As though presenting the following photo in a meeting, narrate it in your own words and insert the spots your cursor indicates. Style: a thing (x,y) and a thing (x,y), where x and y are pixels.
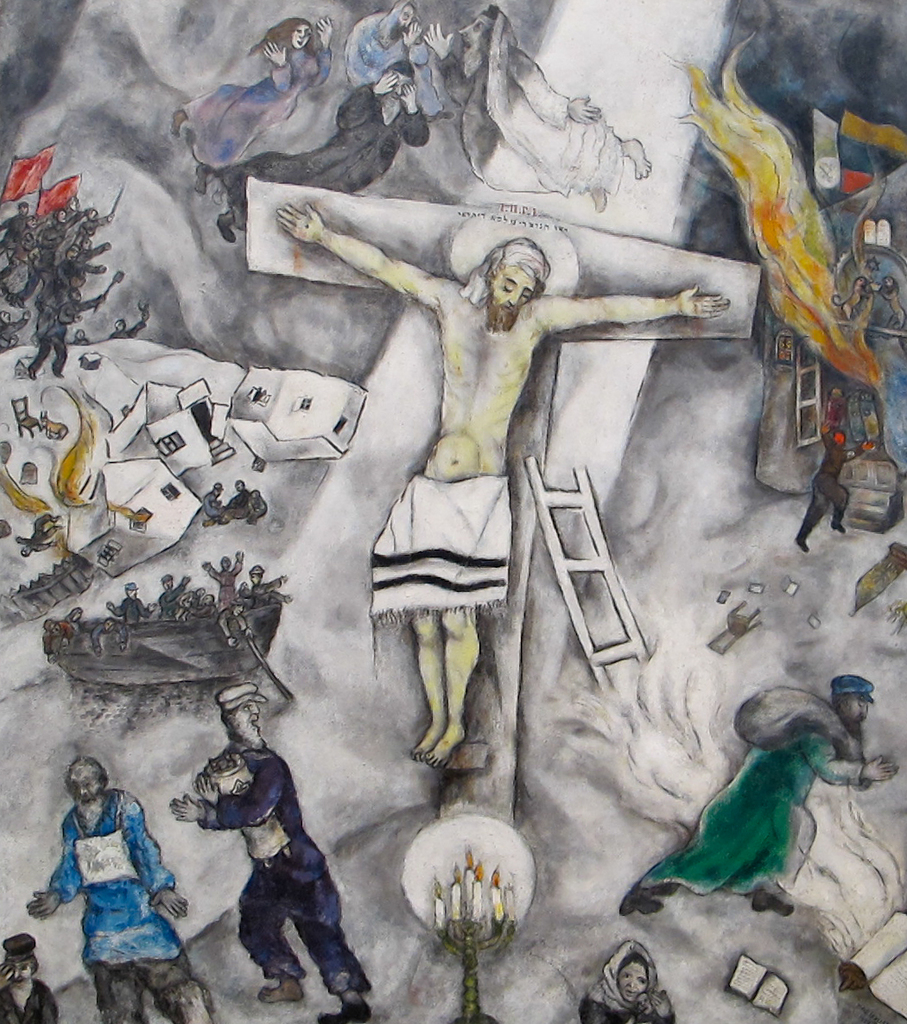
This is a painting. In the center of the image (424,491) we can see a man (394,561) is on a cross (552,340). On the left side of the image (156,622) we can see the houses (305,460), boat (140,642), chair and some people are sitting in a boat (163,646) and some people (25,238) are holding flags (14,198) and some other objects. In the background of the image (837,513) we can see a ladder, fire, some people (780,786), candle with stand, book (748,969) and some other objects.
